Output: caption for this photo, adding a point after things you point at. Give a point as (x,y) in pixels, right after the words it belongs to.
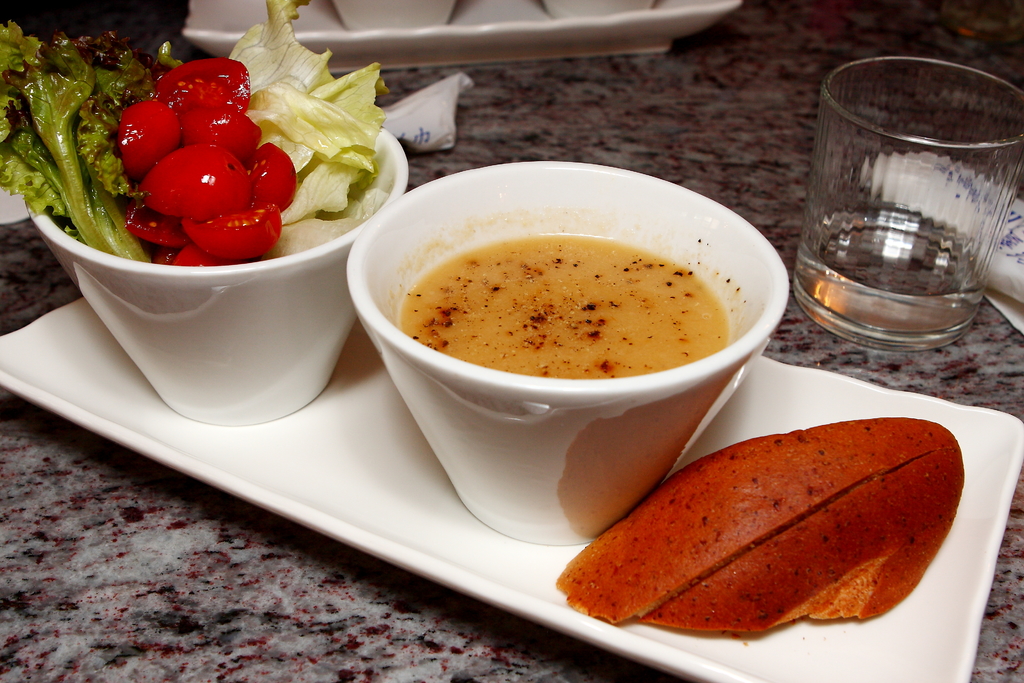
In this picture we can see a plate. On this plate (364,352), we can see some food items (94,133), liquid (535,290) and a few things (274,159) in the bowls (512,441). We can see a food item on the plate (822,629). We can see liquid (922,295) in a glass (875,260). There are other objects (466,21).
